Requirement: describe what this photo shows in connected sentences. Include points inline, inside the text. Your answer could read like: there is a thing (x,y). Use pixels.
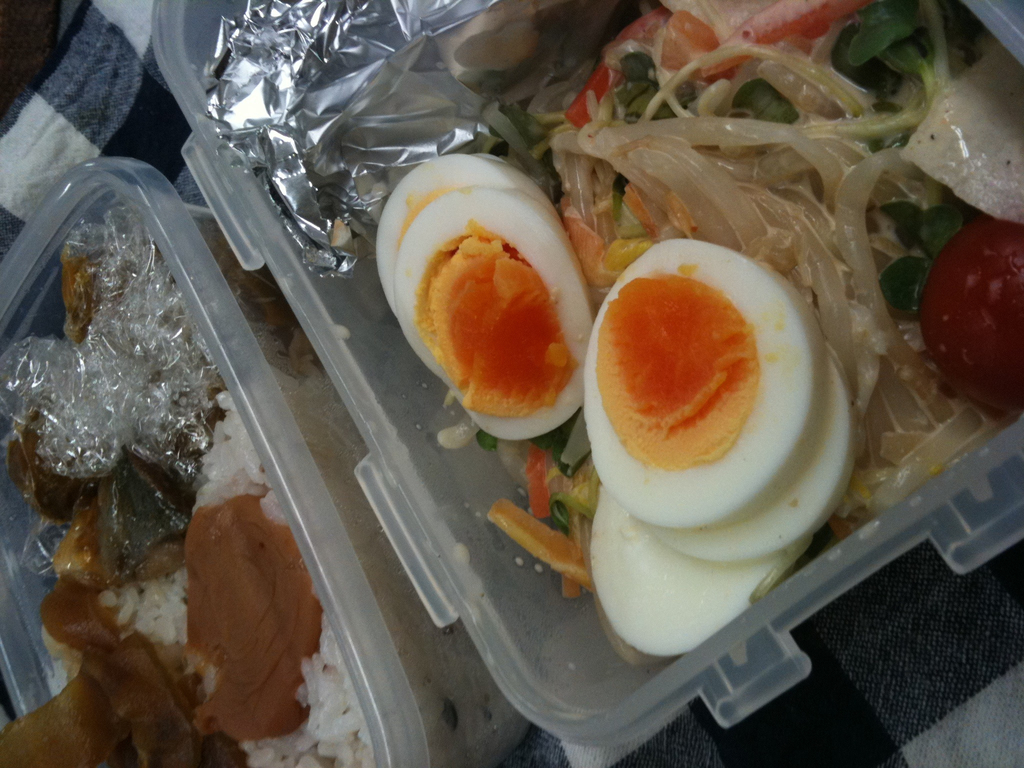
In this image I can see there are egg pieces (624,293) and other food items (666,138) in a plastic box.
